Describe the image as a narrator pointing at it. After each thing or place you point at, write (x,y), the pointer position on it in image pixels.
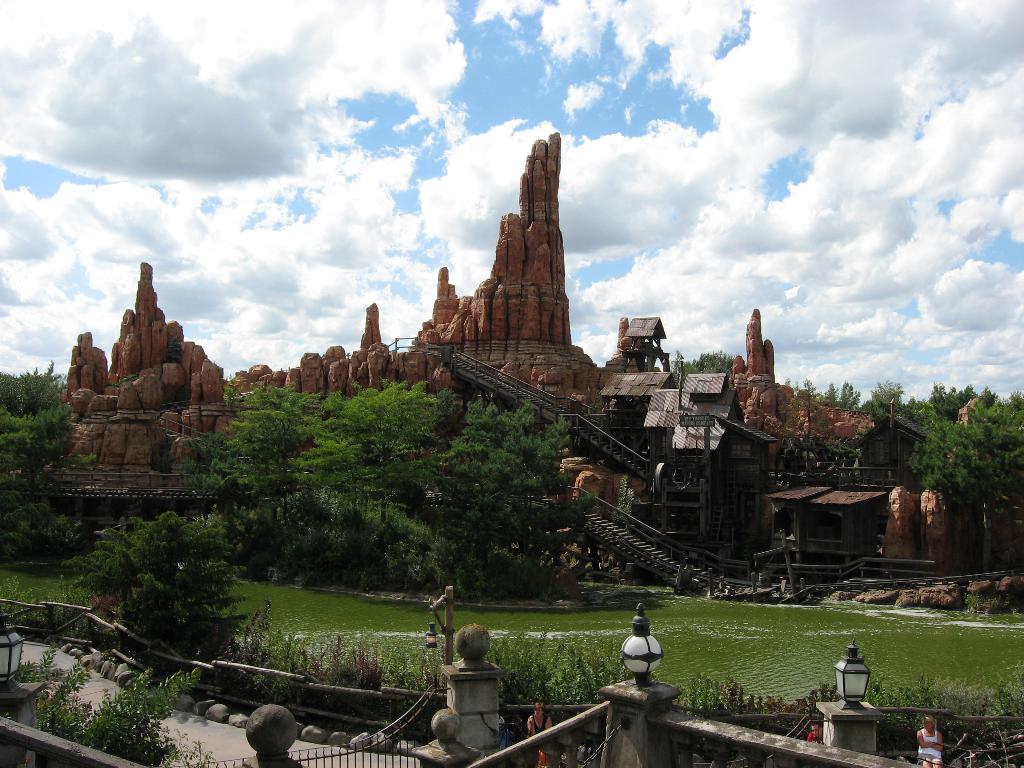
In this image I can see the water (718,637) and I can see few trees (307,428) and plants (286,574) in green color. Background (486,302) I can see few rocks (907,517) and I can see few huts (737,413). In the background (451,90) the sky (488,83) is in blue and white color.
